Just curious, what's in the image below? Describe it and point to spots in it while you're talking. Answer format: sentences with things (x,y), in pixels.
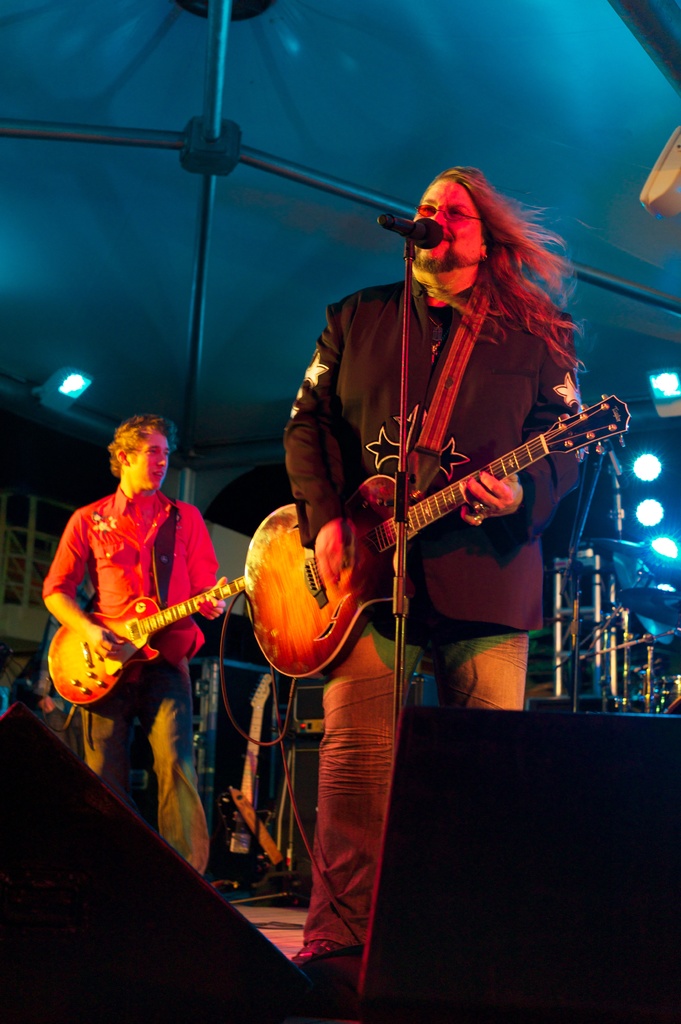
In this picture I can observe two men (445,481) standing on the floor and playing guitars (247,604) in their hands (475,511). On the right side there is mic (434,228) and a stand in front of a man (366,422). I can observe some lights (651,471) on the right side (655,519). The background (661,572) is dark.
